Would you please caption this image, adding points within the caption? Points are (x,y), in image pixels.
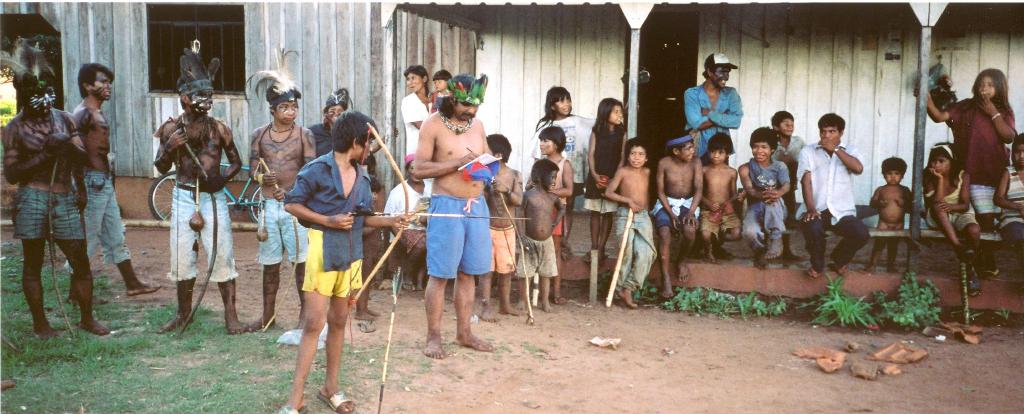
This image consists of many people (632,143) holding arrows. At the bottom (533,385), there is a ground (451,378). In the background (174,50), there are houses (298,50) made up of wood (495,62). To the left bottom (131,379), there is green grass (153,375).
